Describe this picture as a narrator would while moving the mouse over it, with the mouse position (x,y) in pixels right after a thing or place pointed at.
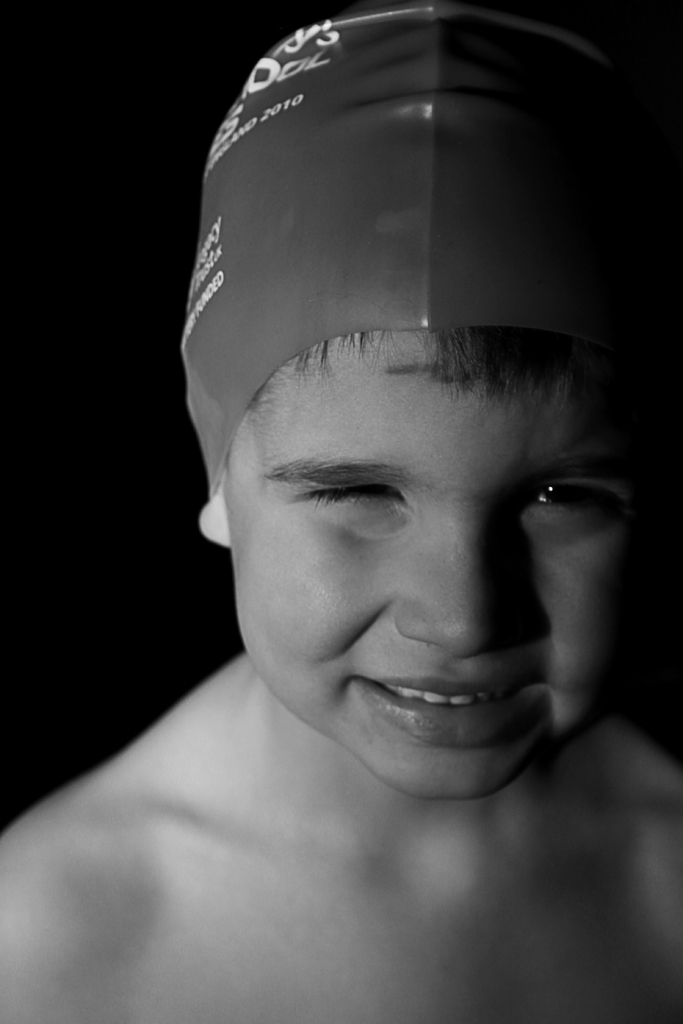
In this picture we can see a person (597,928) and in the background (112,383) we can see it is dark.
